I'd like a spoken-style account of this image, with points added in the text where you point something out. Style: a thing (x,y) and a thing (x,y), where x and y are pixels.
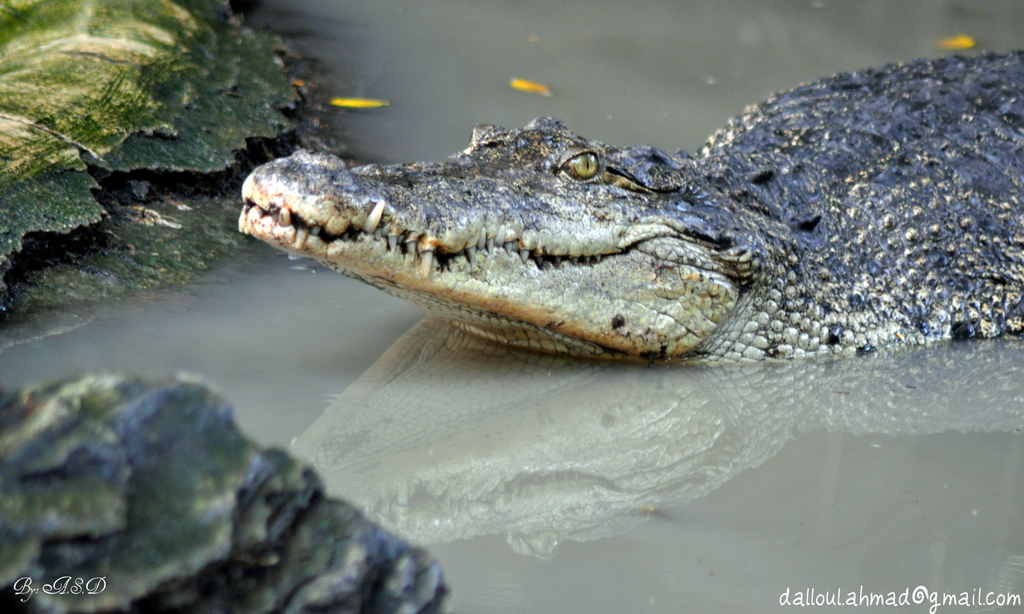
In the center of the image (597,223) a crocodile (628,221) is present on the water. On the left side of the image (151,503) rocks (194,400) are there.
